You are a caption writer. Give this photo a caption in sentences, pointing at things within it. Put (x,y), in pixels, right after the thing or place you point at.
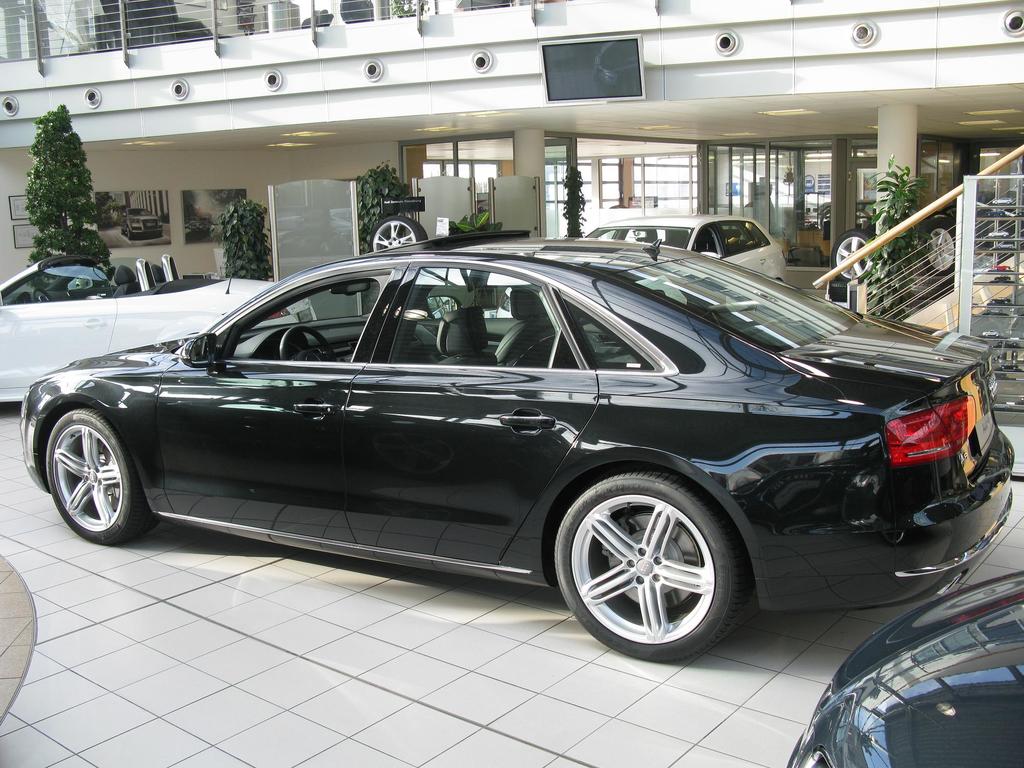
In this picture we can see few cars (629,335), beside to the cars (404,324) we can find few plants (58,174), metal rods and a building (432,117).
